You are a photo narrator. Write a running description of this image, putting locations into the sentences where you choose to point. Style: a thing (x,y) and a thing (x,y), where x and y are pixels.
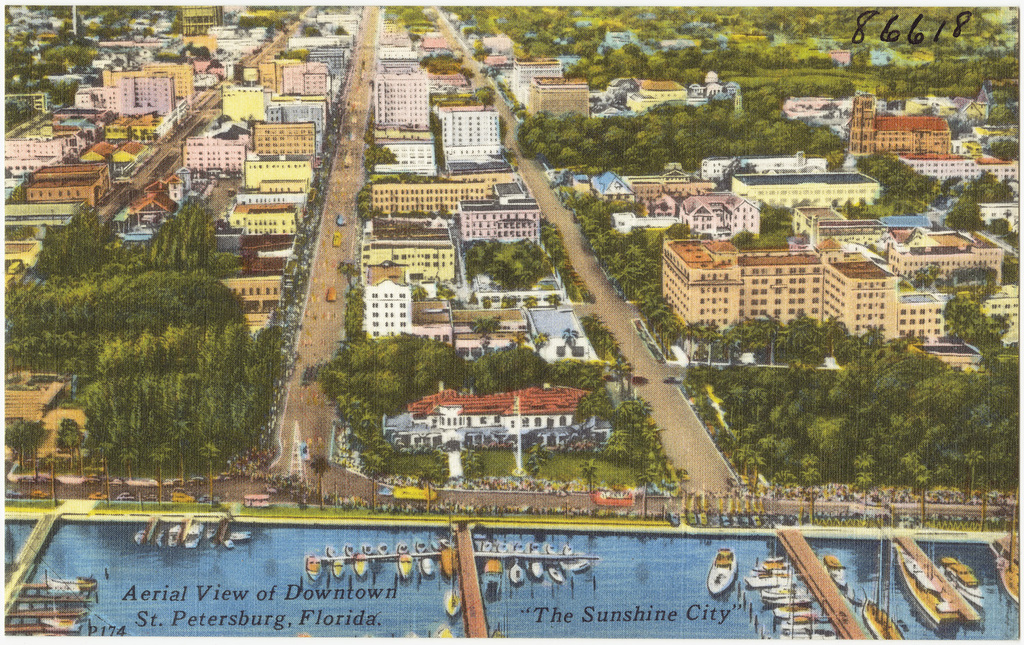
In this image, we can see paintings (367,249) of buildings (947,104), trees (662,130), poles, vehicles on the road (284,482), boards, sheds (643,217) and we can see some text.
